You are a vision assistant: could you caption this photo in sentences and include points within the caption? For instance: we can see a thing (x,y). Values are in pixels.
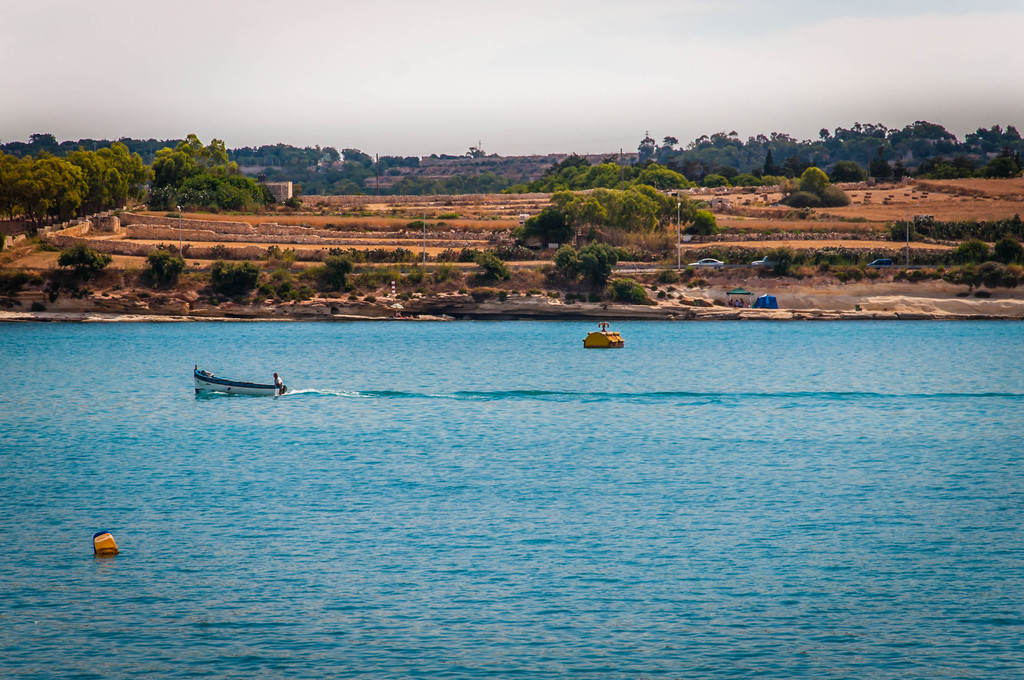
There are boats (283,386) on the water (486,441). In the background (71,248) we can see trees (1009,280), poles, vehicles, and sky (458,100).
